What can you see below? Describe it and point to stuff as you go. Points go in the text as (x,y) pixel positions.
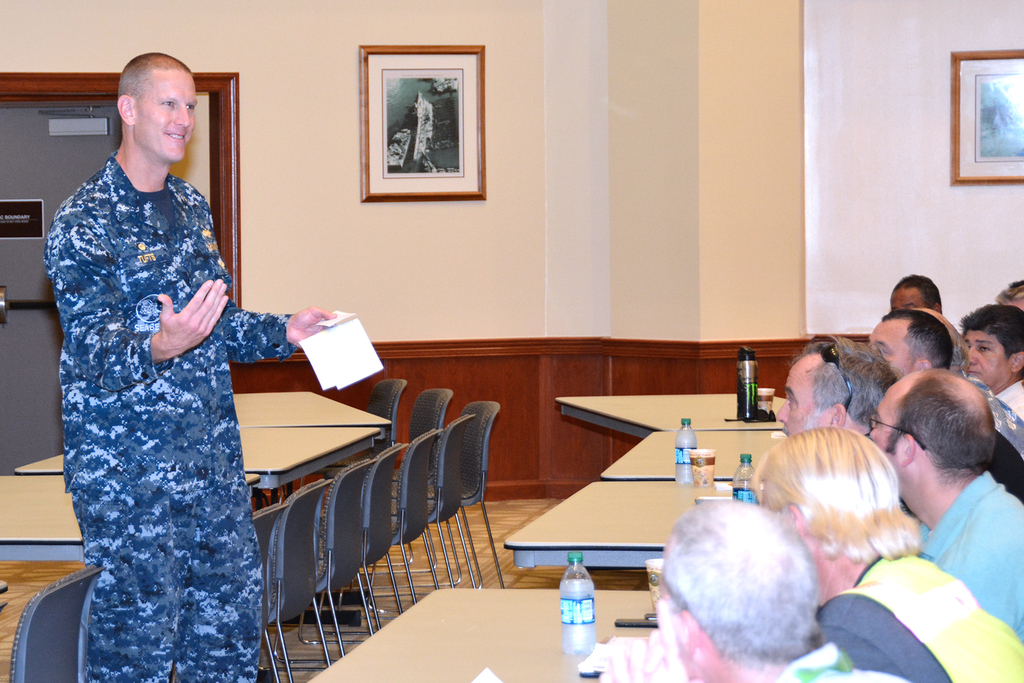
Here we can see a group of people (871,396) are sitting on the chair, and in front (453,603) here is the table (467,621) and water bottles (580,620) on it, and here is the person (231,410) standing and holding the papers (347,354) in the hand (302,329), and here is the wall (511,134) and photo frame (380,175) on it.
